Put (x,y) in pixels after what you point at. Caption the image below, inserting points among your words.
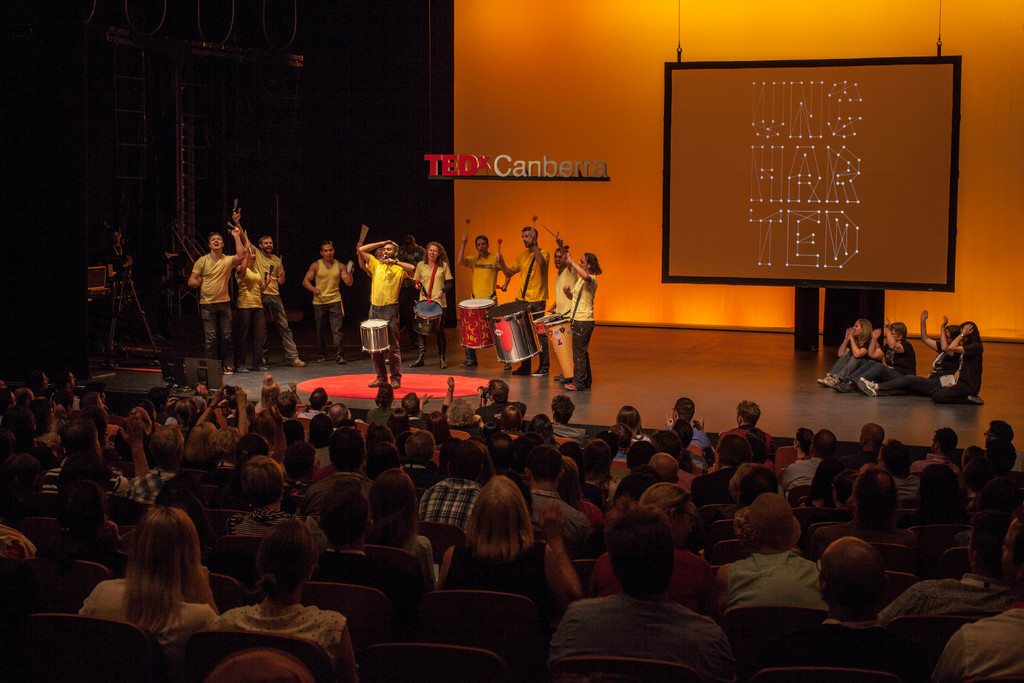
In this image there are many people (643,558) sitting on the chairs (449,606). In front of them there is a dais (694,388). On the dais (641,360) there are people (432,286) standing and playing drums (519,330). To the right (903,337) there are four people (912,380) sitting on the dais (899,417). Behind them there is a wall (620,92). There is a board (799,184) hanging on the wall (630,154). In the center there is text (524,169) on the wall (485,184).
